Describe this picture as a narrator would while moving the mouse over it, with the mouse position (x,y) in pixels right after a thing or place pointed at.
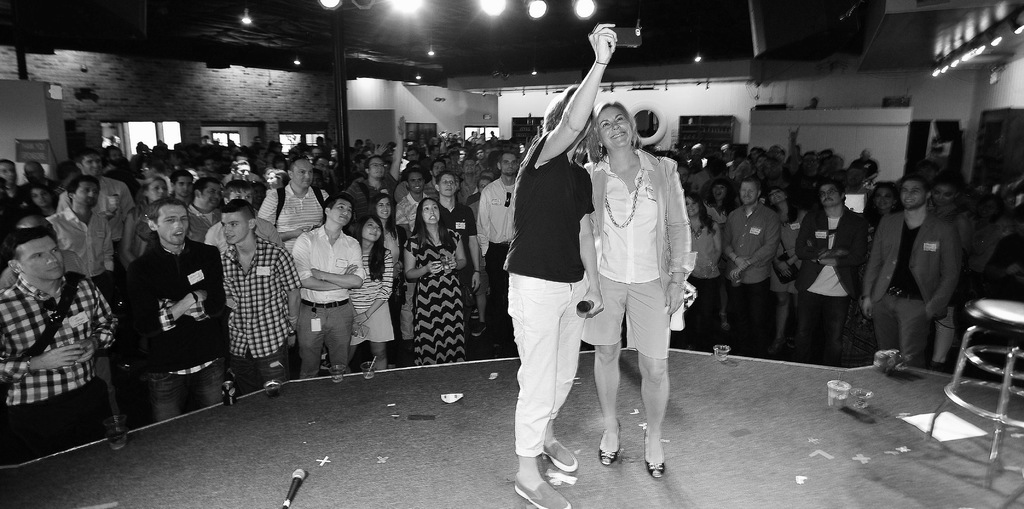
In this picture we can see some people (649,265) standing, two persons (593,243) in the front (610,247) are taking a selfie, at the right bottom (1005,404) there is a chair (1003,395), we can see lights (534,8) at the top of the picture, in the background (641,99) there is a wall (688,94), it is a black and white picture.
